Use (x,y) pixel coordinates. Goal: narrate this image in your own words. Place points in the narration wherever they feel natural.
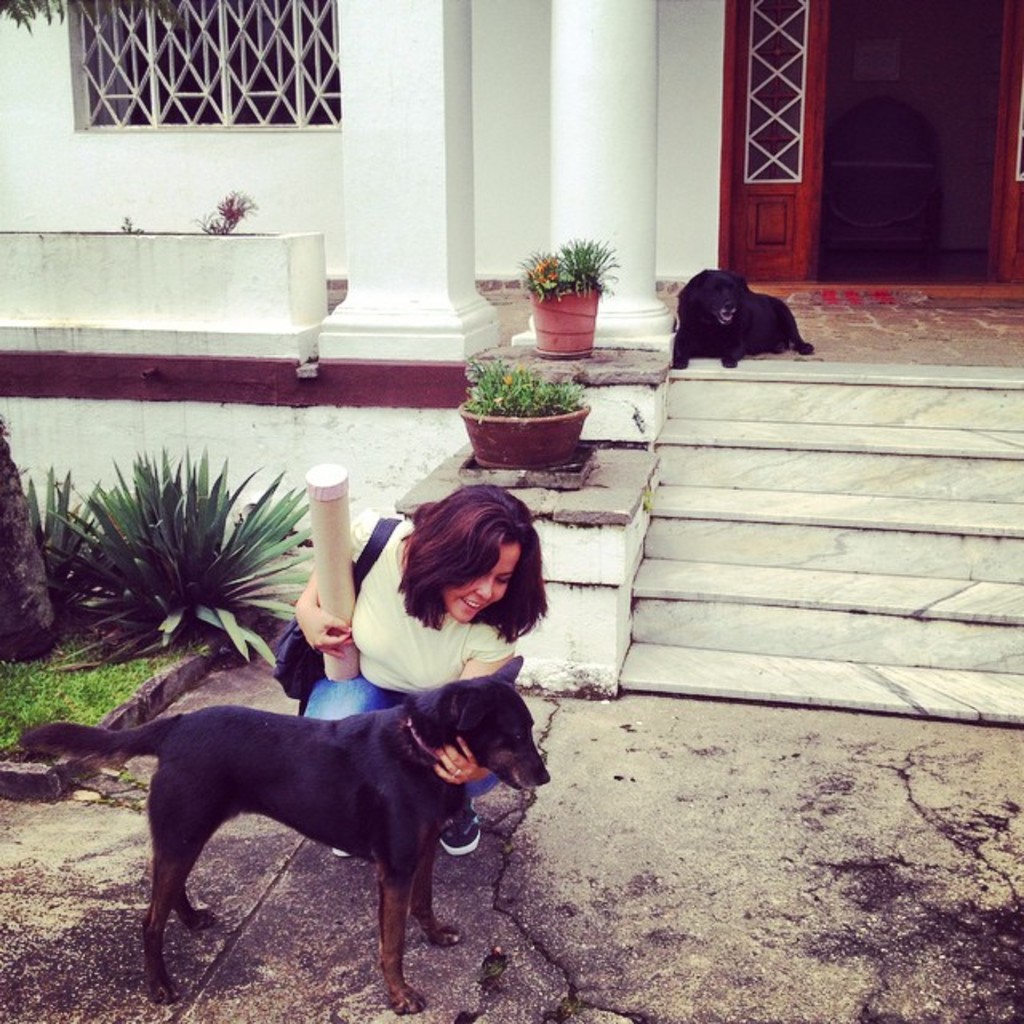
This is the woman (405,622) sitting in the squat position and holding an object (355,650). I can see a dog (307,788) standing. These are the stairs (839,603). I can see the pillars (619,226). This looks like the bushes (123,617) and the grass (68,690). These are the flower pots (536,445) with the flowers (519,410). Here is the another dog (737,341) sitting. This looks like a window (199,98).
